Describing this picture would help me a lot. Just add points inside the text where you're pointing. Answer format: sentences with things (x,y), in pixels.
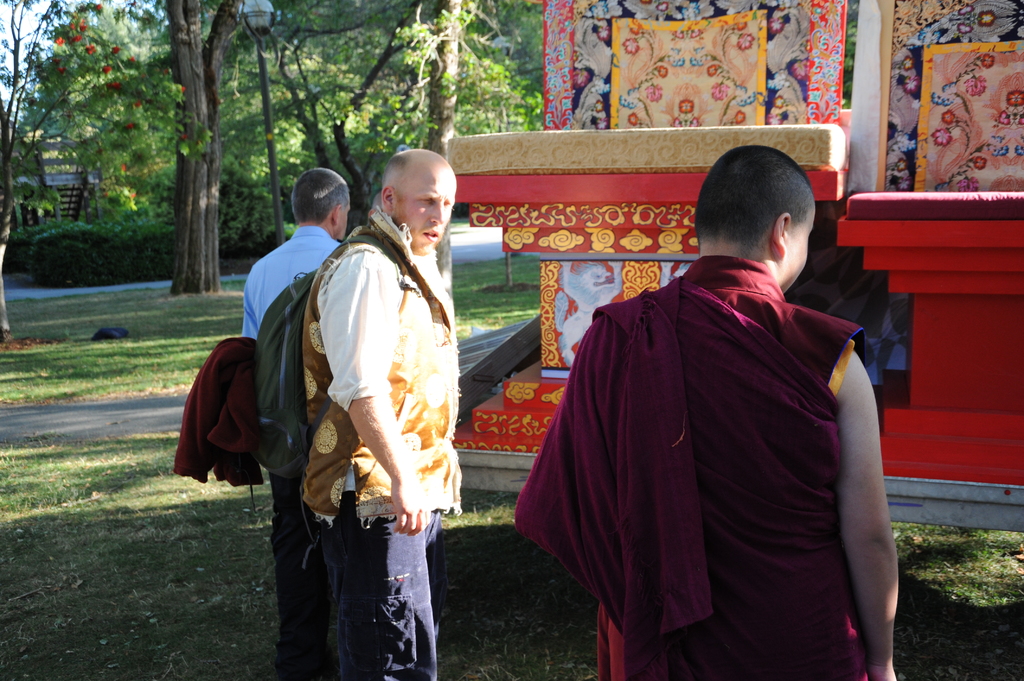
In this image we can see three persons (253,271) standing on the grass (222,573). In the background (81,39) we can see many trees (200,146). Image also consists of a red color monument (862,226). Road (92,416) is also visible.
